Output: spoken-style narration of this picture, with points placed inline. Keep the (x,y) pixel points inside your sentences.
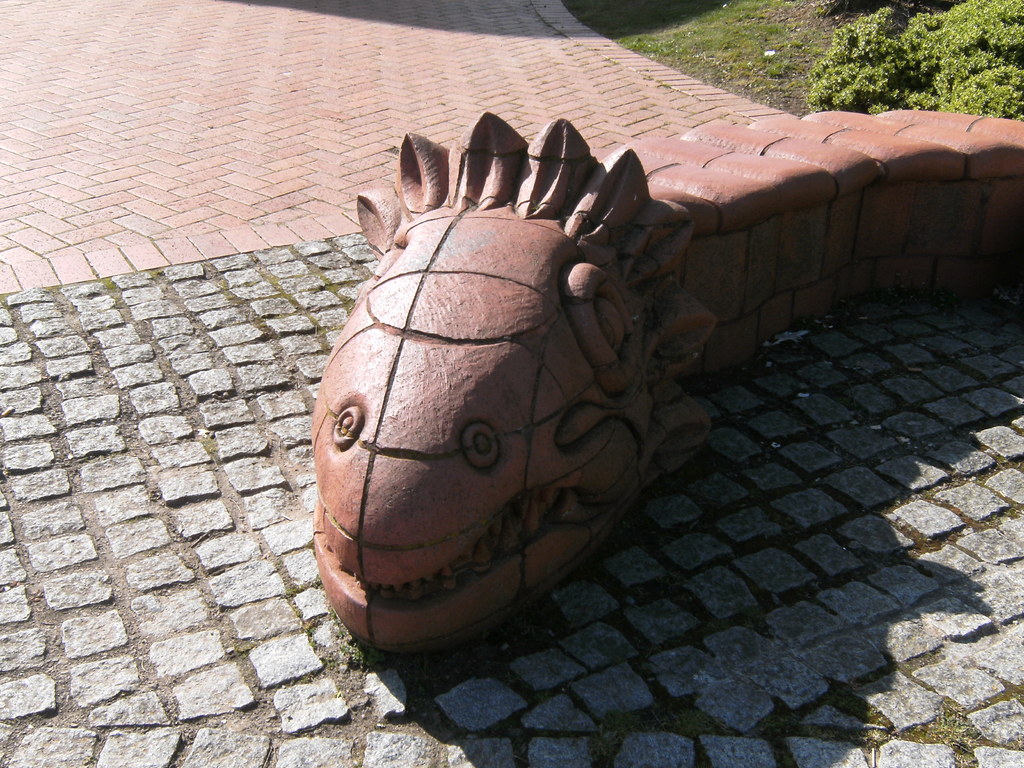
In this image we can see cobblestone (134,304) which is in grey color, in the foreground of the image (433,404) there is sculpture (511,345) which is in brown color is in the shape of snake and in the background of the image (802,87) there are some plants (863,47) and grass (670,53).
